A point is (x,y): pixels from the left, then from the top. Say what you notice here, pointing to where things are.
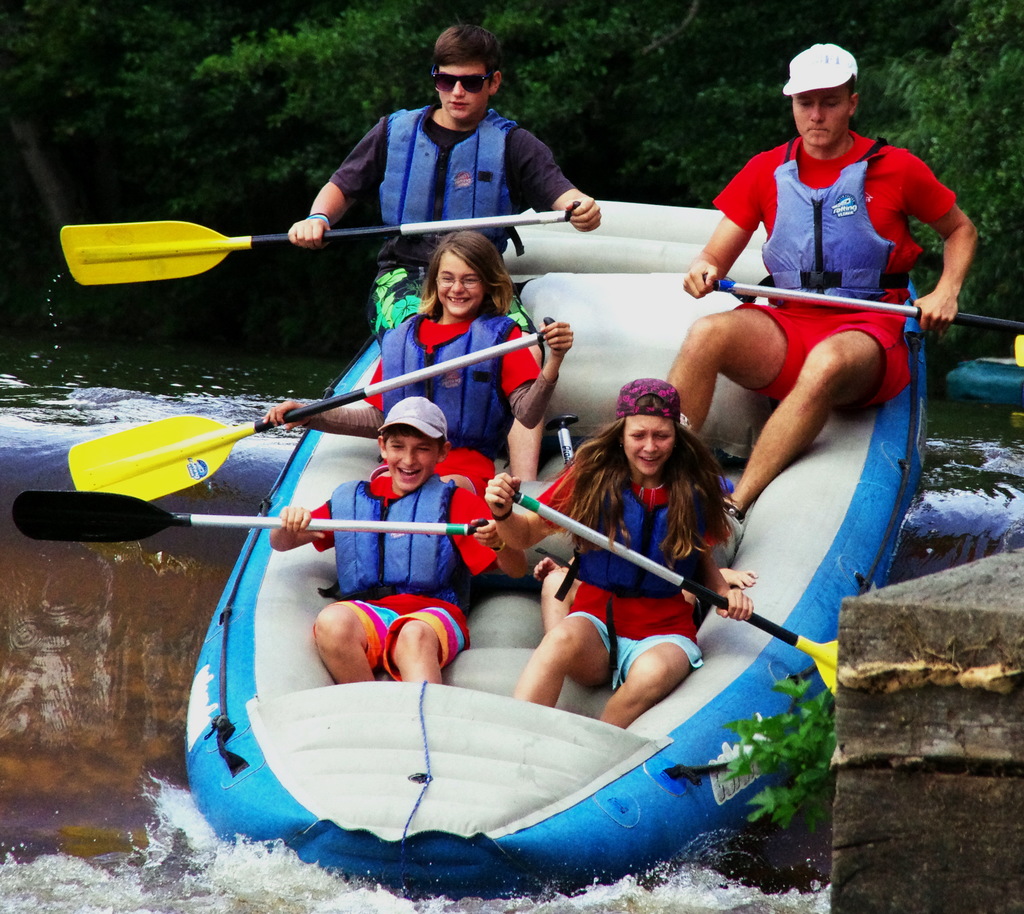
In this image we can see few persons (346,504) are rafting on the water (247,862) and all of them are holding paddles (349,524) in their hands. In the background (27,46) we can see water (37,412) and trees (1,35).
